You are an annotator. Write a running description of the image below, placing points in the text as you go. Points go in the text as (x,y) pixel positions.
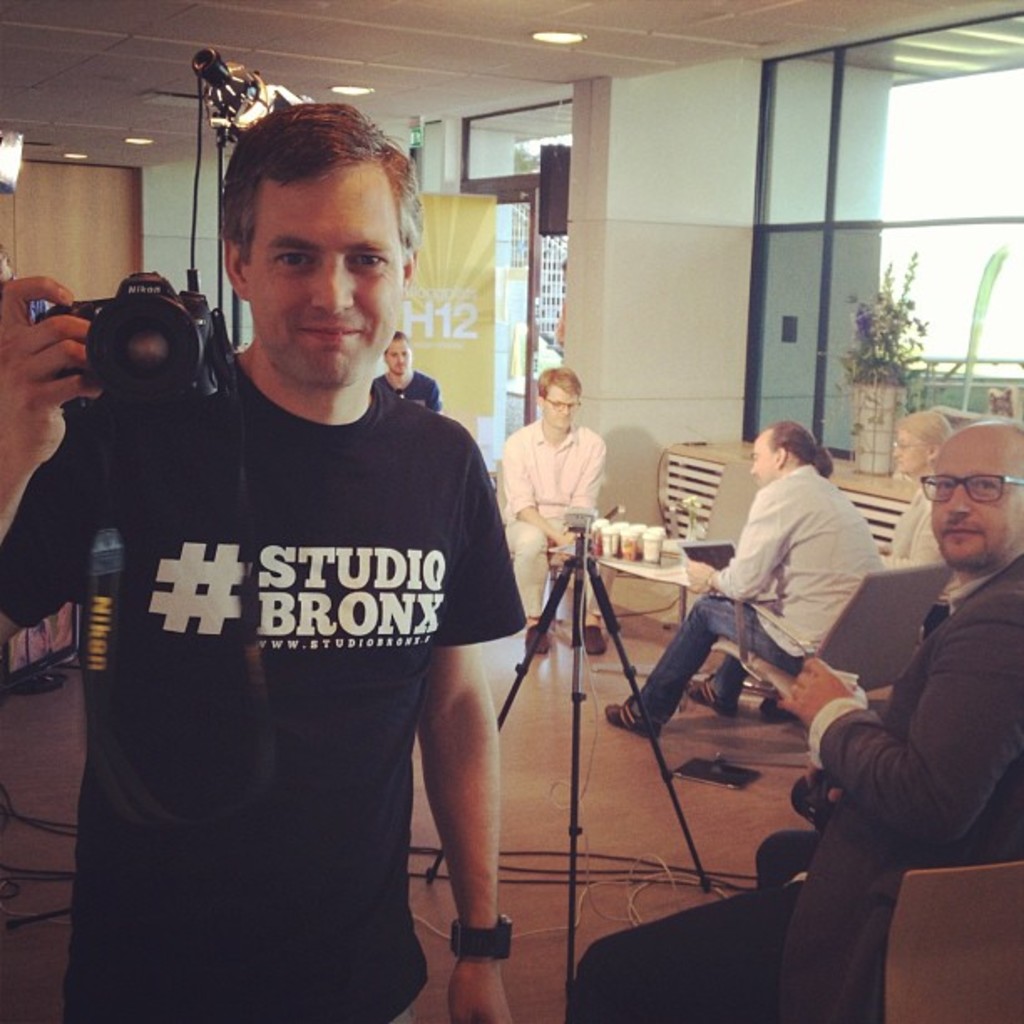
As we can see in the image there are tiles (162,160), window (1000,190), wall (648,161), few people (1004,615) sitting on chairs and table (682,563). On table (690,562) there are glasses (645,557). The man (334,588) who is standing here is holding camera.
